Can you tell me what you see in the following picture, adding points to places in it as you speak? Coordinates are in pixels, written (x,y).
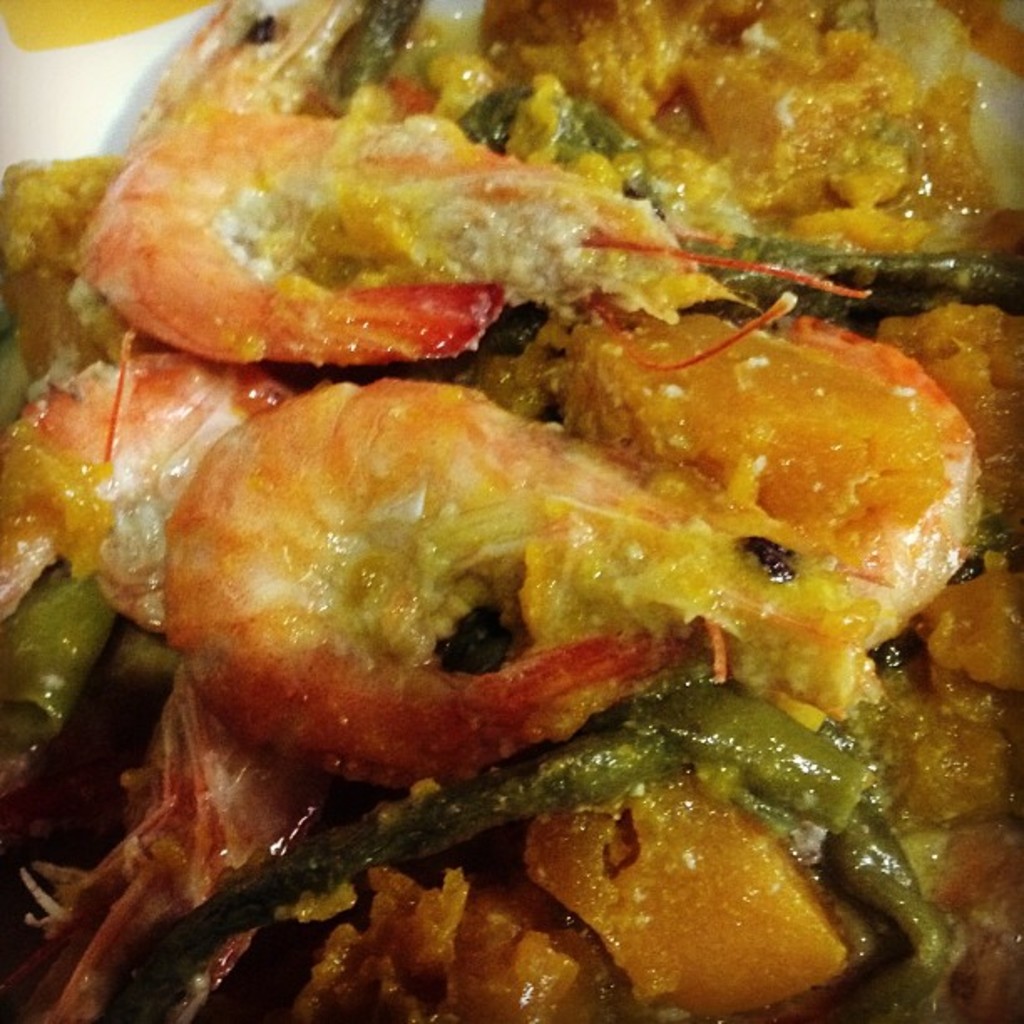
In this image we can see food (150,718) placed on the plate (84,121).
